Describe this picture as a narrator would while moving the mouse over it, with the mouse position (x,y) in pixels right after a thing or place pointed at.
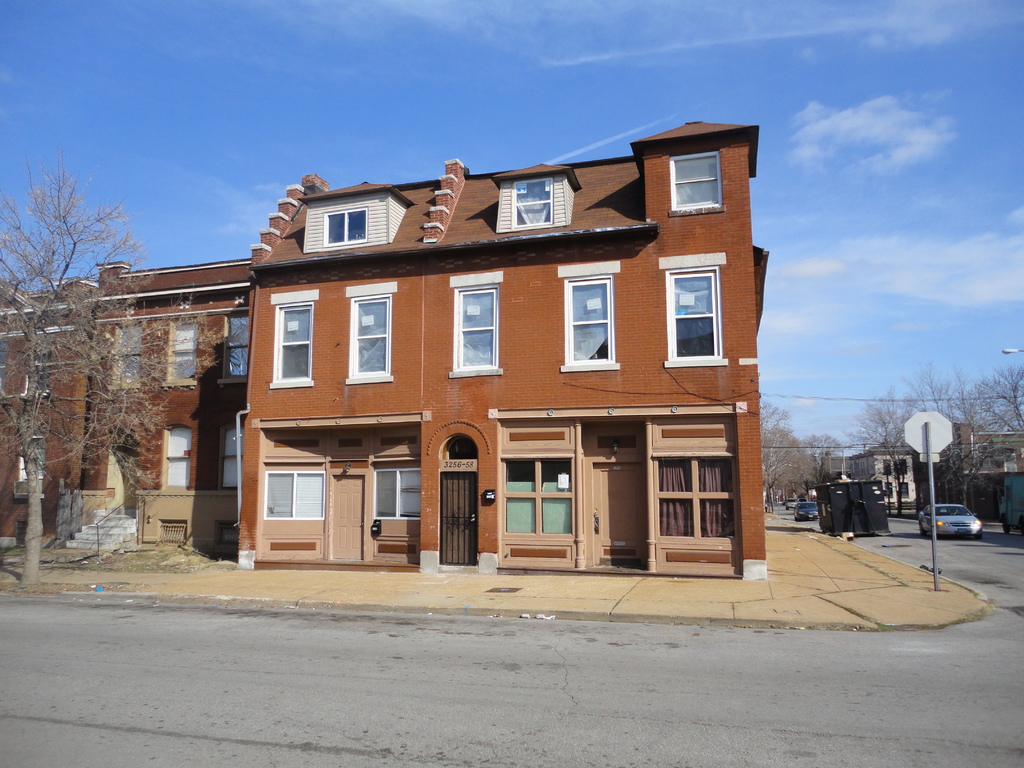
As we can see in the image there are buildings (422,403), trees (39,350), windows (382,369), doors (453,479), stairs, cars (813,505), sky (806,227) and clouds (797,115).
